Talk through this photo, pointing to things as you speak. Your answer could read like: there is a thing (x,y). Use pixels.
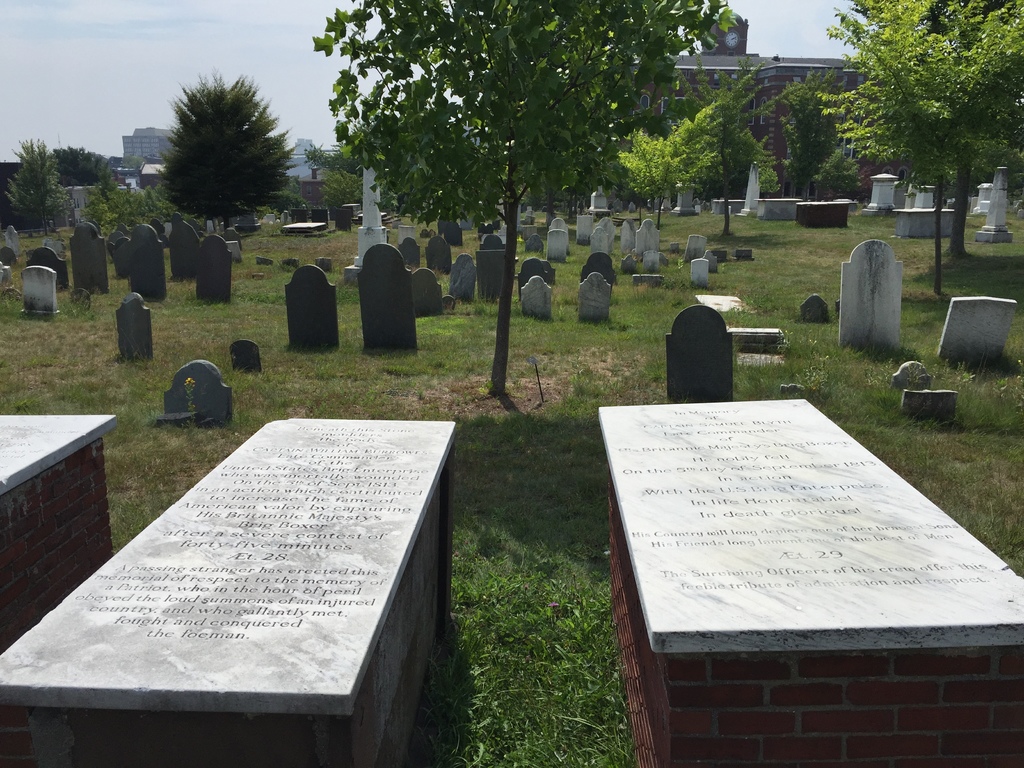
In this image there are so many gravestones (658,598) in the graveyard (486,598) along with some trees (352,139), behind them there is a building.
